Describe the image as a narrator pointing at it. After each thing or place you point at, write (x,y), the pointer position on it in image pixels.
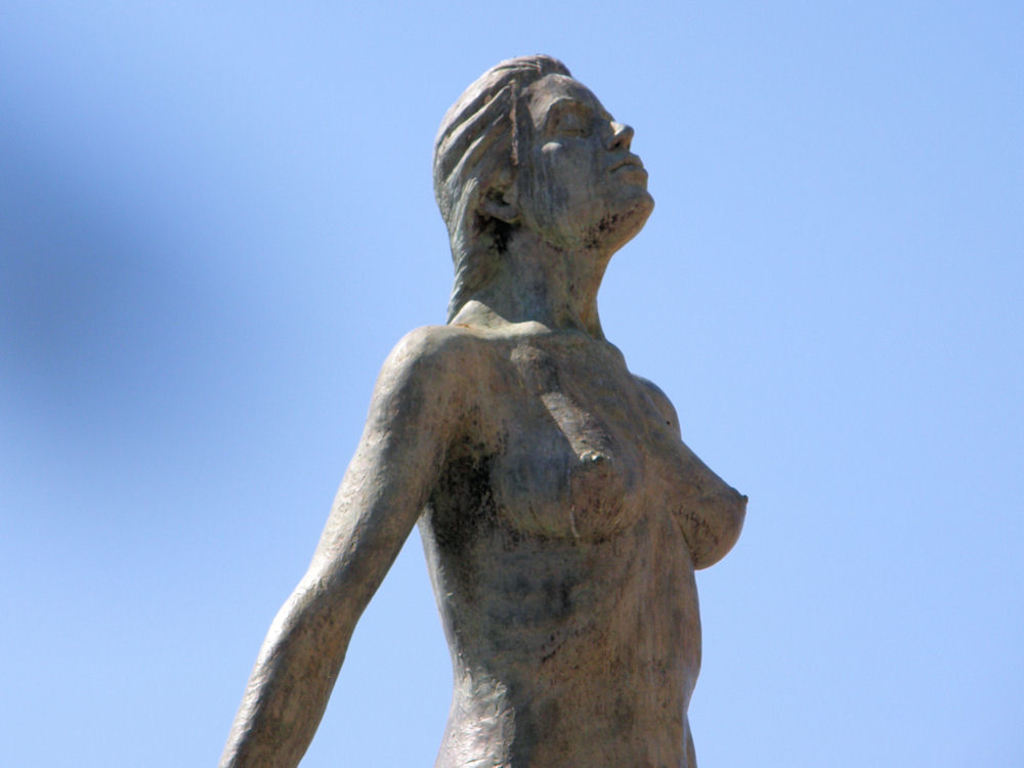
In this picture we can see a statue (690,681) of a woman (398,379) and in the background (901,197) we can see sky (755,243).
